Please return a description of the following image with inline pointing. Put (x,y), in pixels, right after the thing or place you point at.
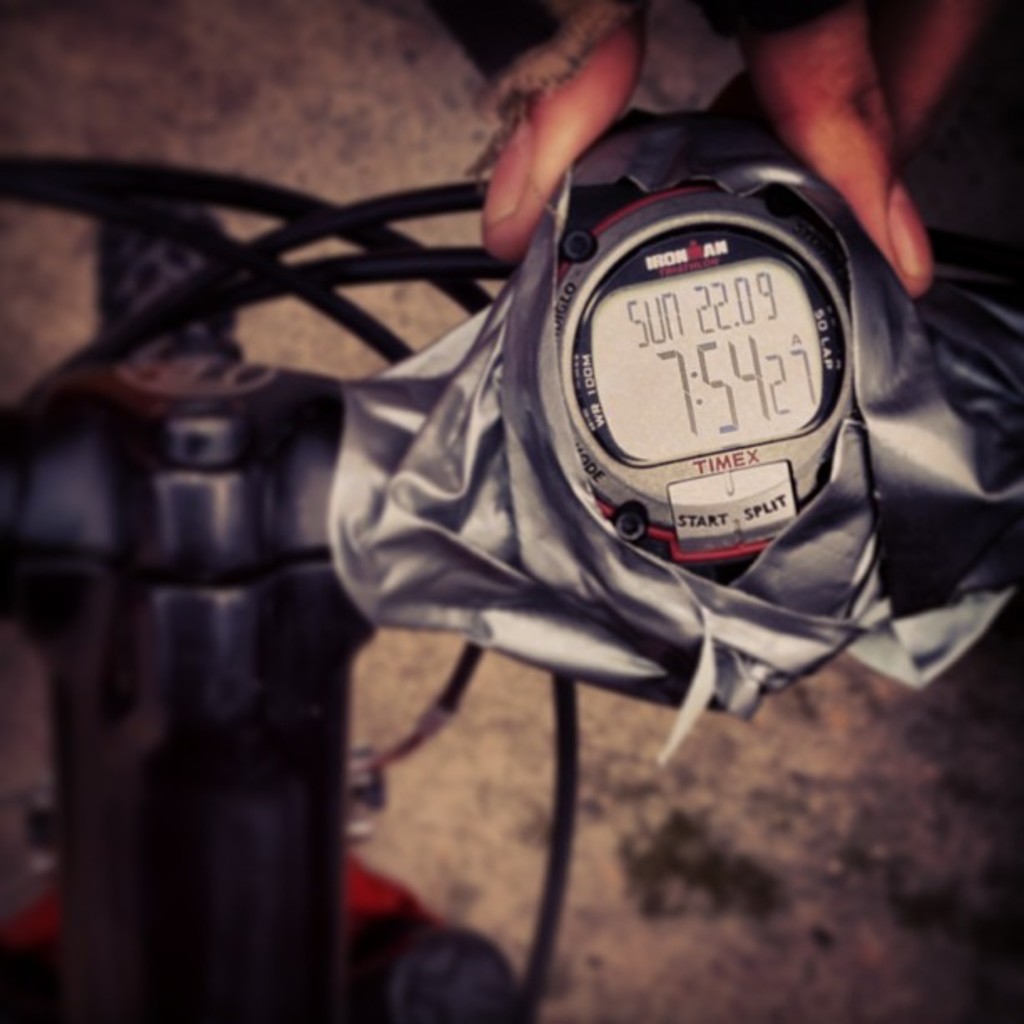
In this picture we can see the fingers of a person (795,81) and a watch (768,184). We can see some text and time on this watch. There is a black object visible on the left side (235,580).
